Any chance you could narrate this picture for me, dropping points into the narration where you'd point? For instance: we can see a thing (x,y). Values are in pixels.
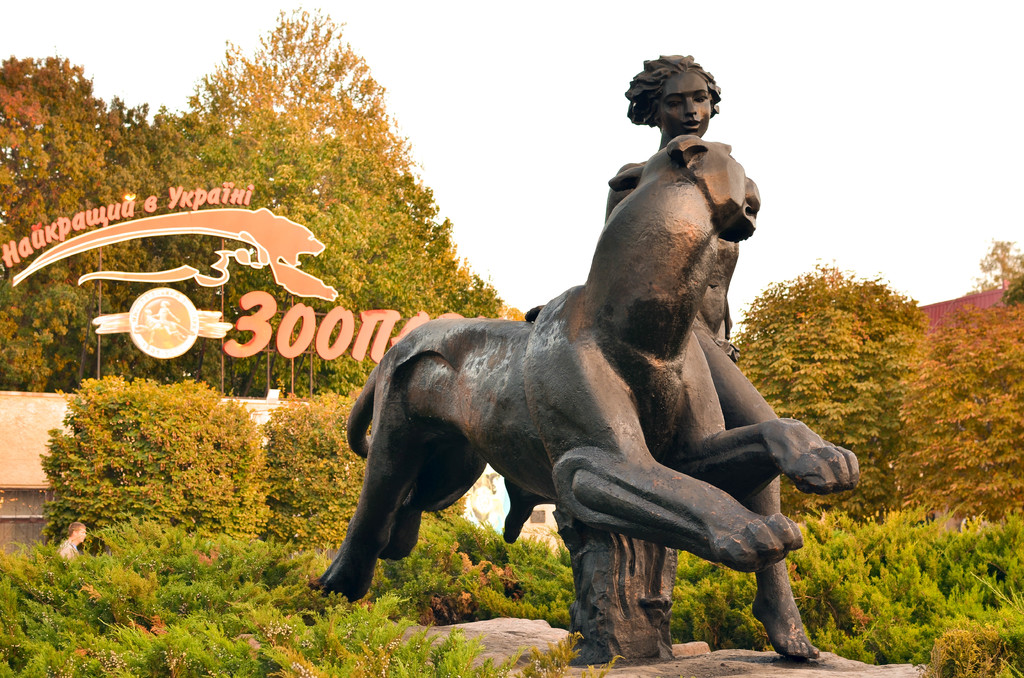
In this image we can see the statue (693,543). We can also see the text (185,194) with the logo (196,325). Image also consists of trees (202,110), plants (471,600) and also a person (68,541) in the background (82,554). Sky (525,4) is also visible.
